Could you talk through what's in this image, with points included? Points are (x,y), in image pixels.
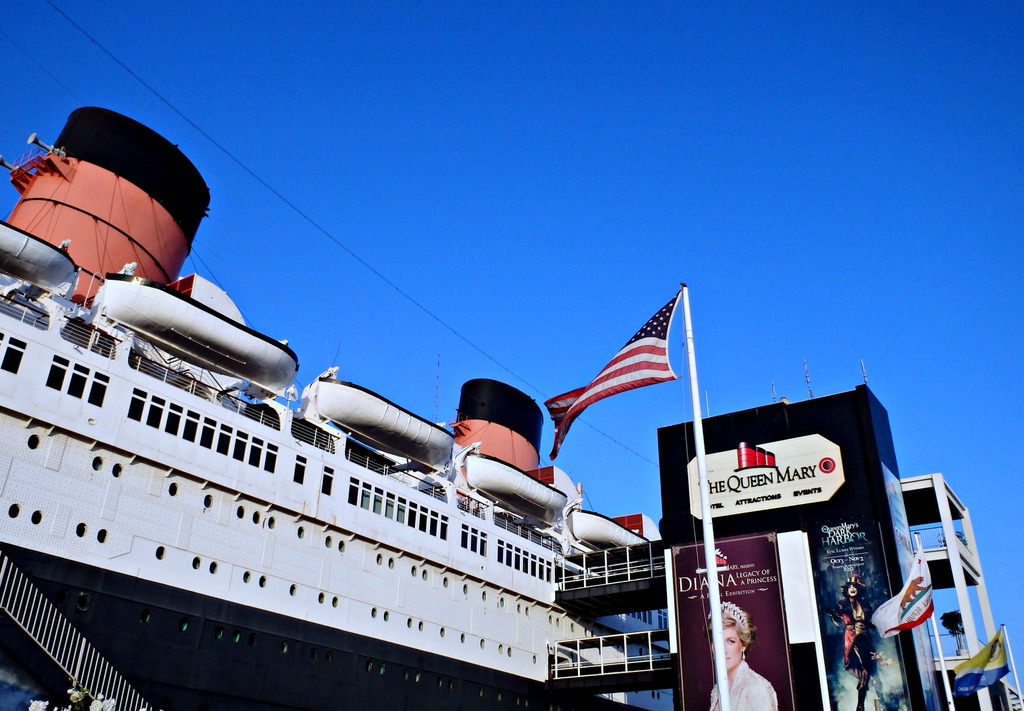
It seems like a ship (465,504) on the left side of the image (295,590). At the top of the image (476,58), we can see the sky (466,139). On the right side of the image (824,604), we can see banners (857,528), pole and flags (916,563).
